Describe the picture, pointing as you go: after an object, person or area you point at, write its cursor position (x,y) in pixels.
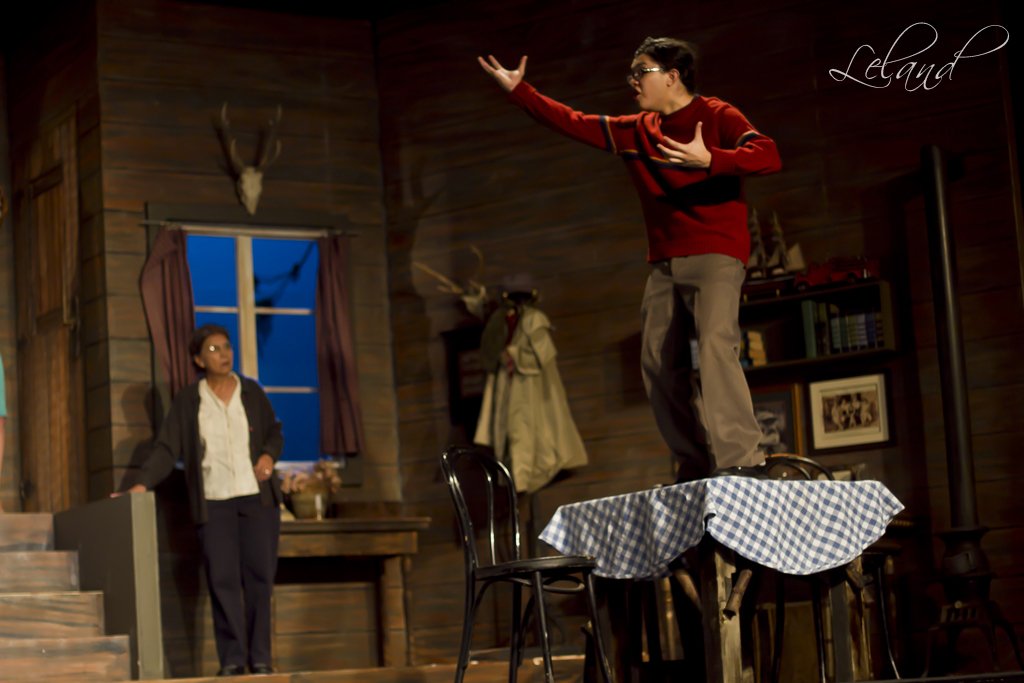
As we can see in the image there is a wall (405,229), window (228,231), chair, few people (703,280) here and there and a table (727,534).
